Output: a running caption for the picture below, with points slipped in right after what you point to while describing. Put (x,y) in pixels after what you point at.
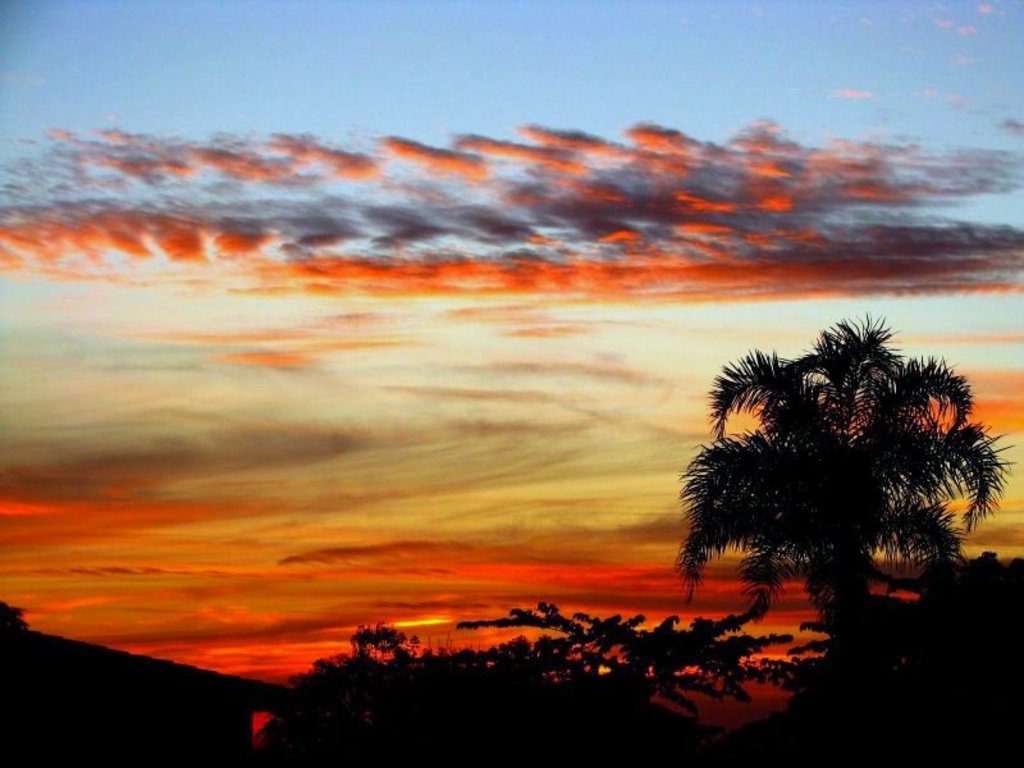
As we can see in the image there are trees (702,642). On the top (618,208) there is sky (83,330) and clouds (461,215).
